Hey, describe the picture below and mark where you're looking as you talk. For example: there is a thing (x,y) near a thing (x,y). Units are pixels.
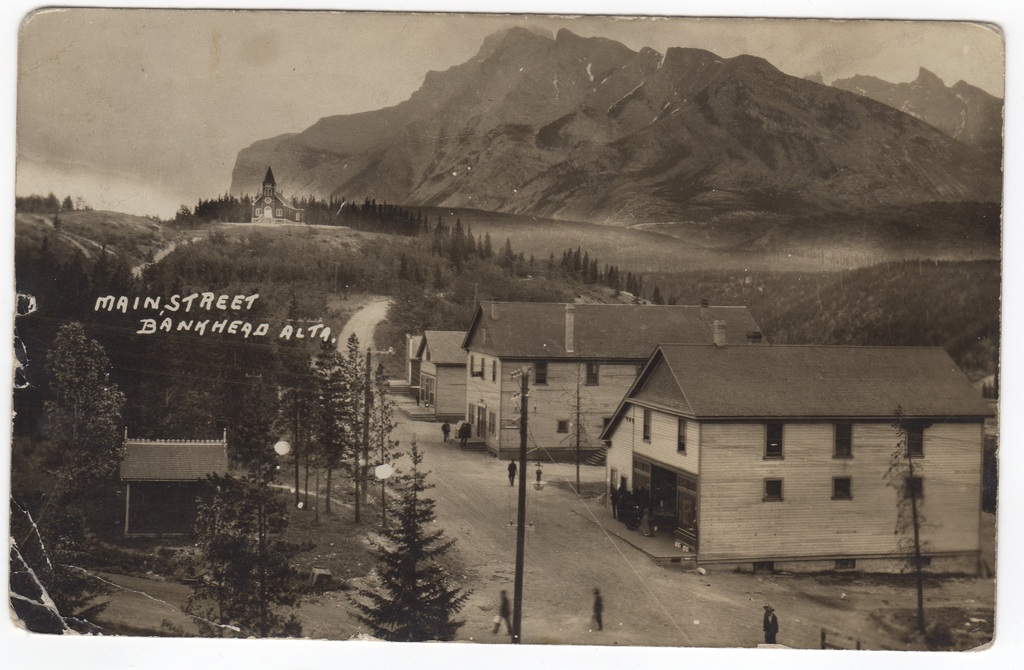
This image is clicked from a top view. In the center (429,427) there is a road (506,514). There are a few people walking on the road (544,588). Beside the road (509,544) there are poles (523,453) and trees (426,549). To the right (707,457) there are houses (569,394). To the left (192,420) there are trees (184,383). In the background (663,167) there are mountains (419,169). At the top (342,37) there is the sky (640,42). To the left (169,322) there is text (288,329) on the image.
